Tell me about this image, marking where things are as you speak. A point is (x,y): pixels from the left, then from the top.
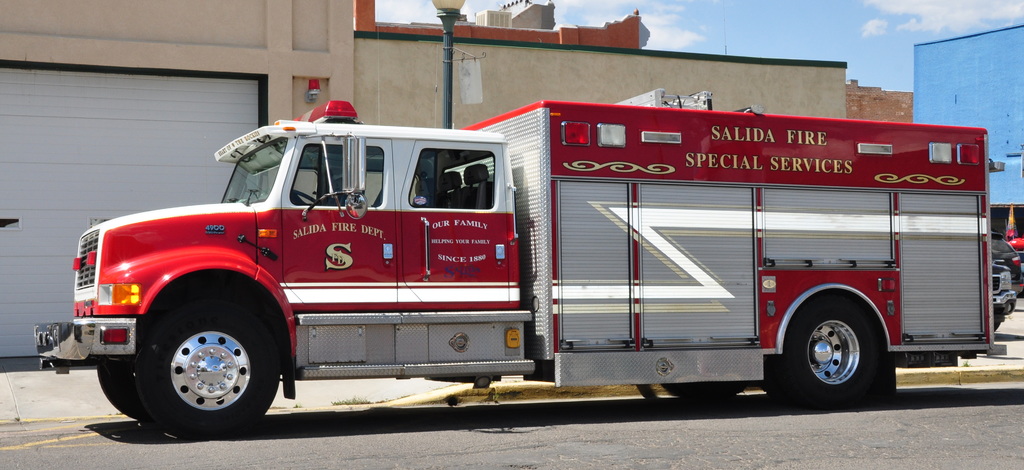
In this picture we can see vehicles (654,156) on the ground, here we can see buildings (618,92), electric pole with a light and some objects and in the background (731,36) we can see sky (756,20) with clouds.
